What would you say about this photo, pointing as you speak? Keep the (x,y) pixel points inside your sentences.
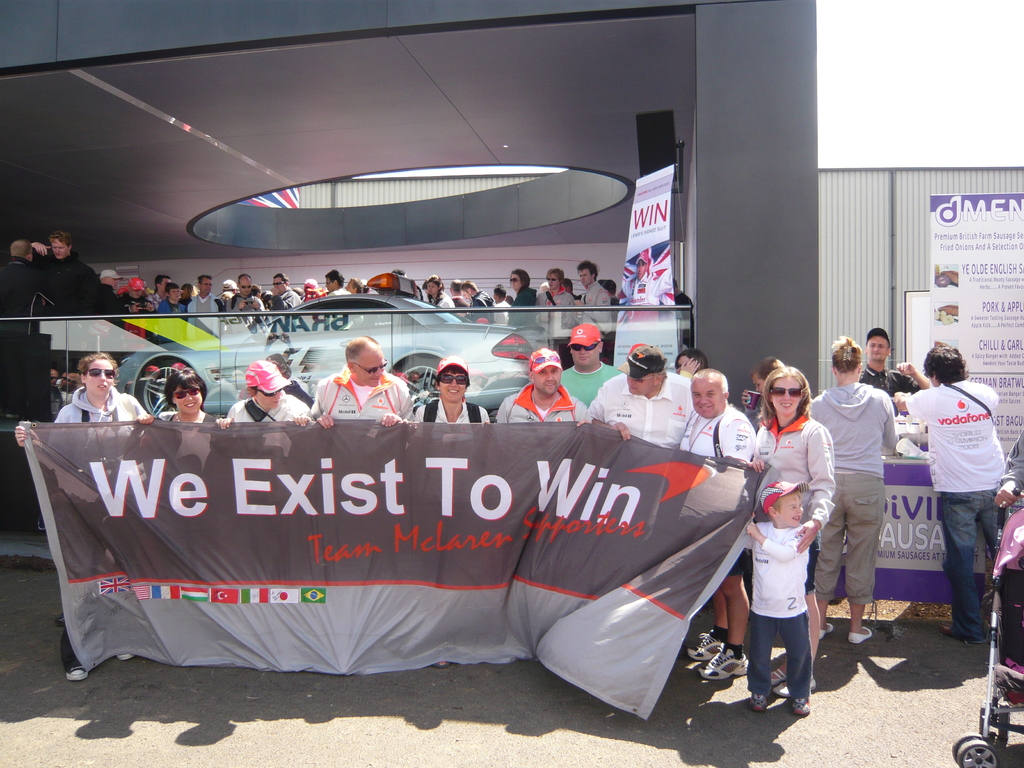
In this image we can see a few people (690,412) standing and holding the banner (161,491), some written text (498,515) on it, near that we can see the table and few objects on it, we can see the written text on the board (1009,220), behind we can see the car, glass fence (335,338), ceiling (496,99), we can see the sky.
